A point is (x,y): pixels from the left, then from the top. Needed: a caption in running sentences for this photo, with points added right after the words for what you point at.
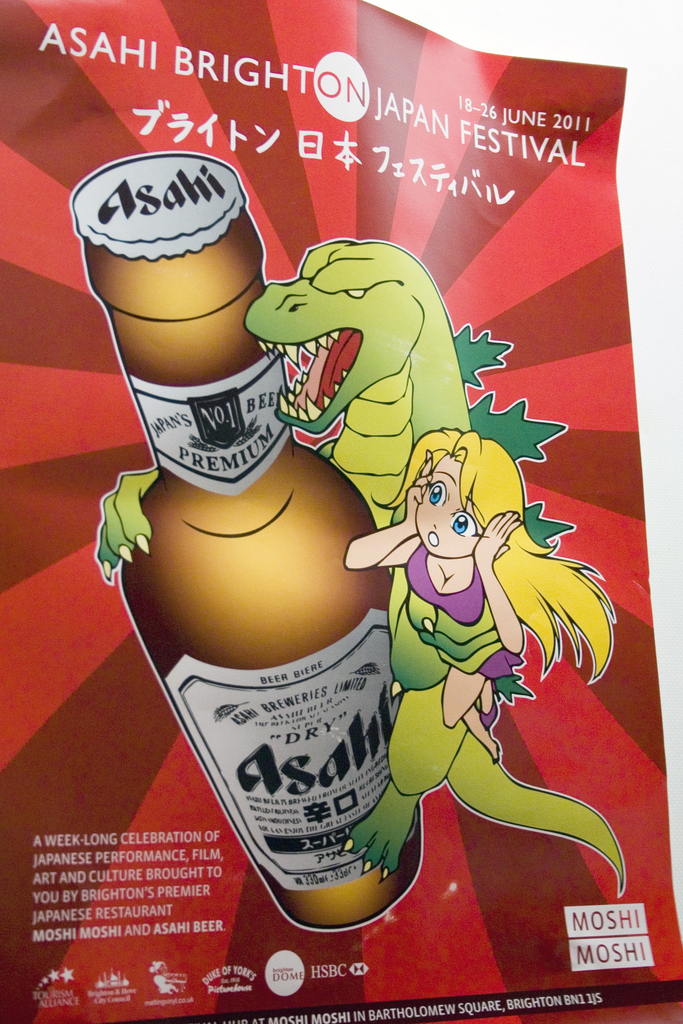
In this picture I can see a paper (140,345) on an object (669,45), there are logos (600,957), words (74,867), numbers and there is a picture (316,275) on the paper (316,275).
